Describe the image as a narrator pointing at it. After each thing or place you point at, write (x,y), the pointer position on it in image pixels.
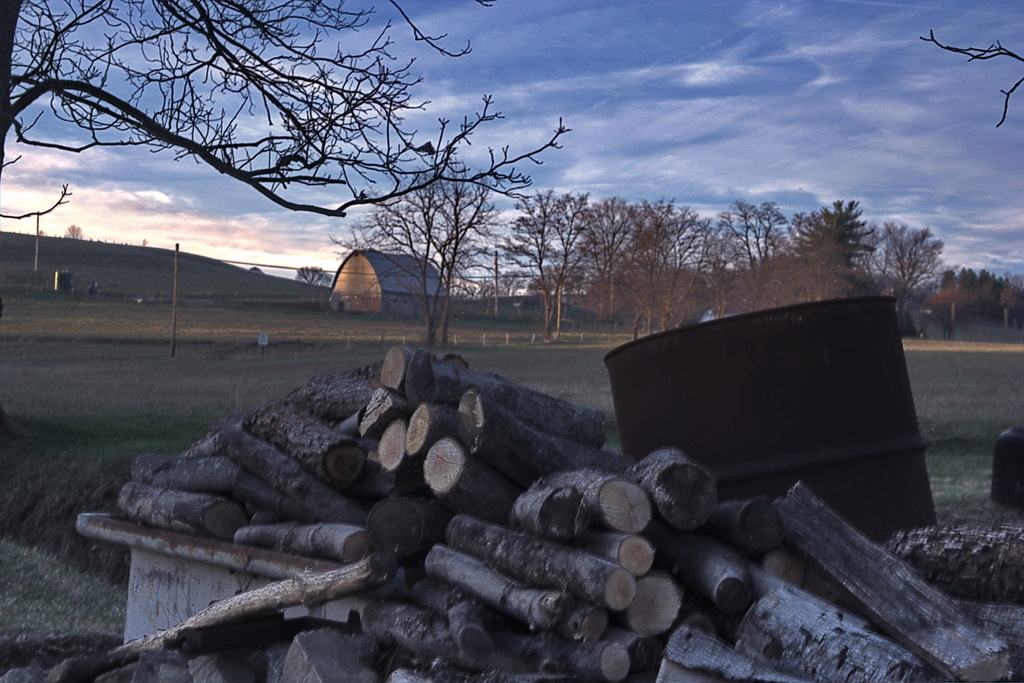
In this image we can see a group of wooden logs (728,599) and a drum (890,445) which are placed on the ground (78,644). On the backside (101,434) we can see a group of trees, some grass (378,324), poles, wires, a building (400,308) and the sky (703,79) which looks cloudy.
